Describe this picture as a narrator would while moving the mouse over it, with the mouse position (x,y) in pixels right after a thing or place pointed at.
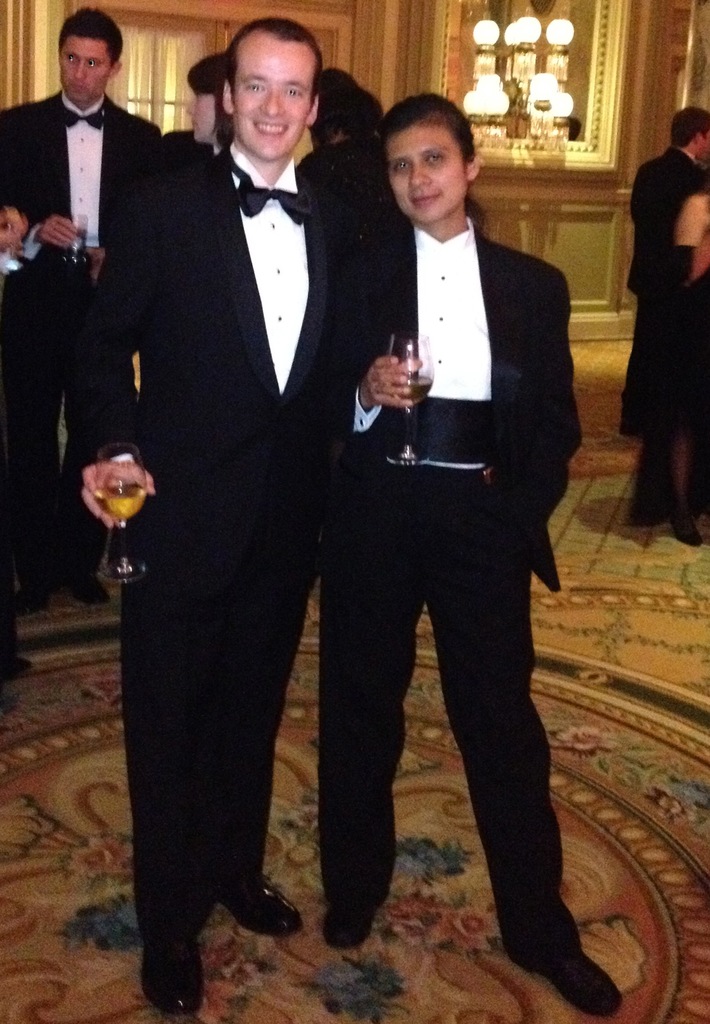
In this image we can see the people (390,317) standing and holding the glass (123,504) of drink (121,514). We can also see the wall (579,200), a window (140,49) with the curtain (148,64), lights (487,103) and also the floor (608,368).
